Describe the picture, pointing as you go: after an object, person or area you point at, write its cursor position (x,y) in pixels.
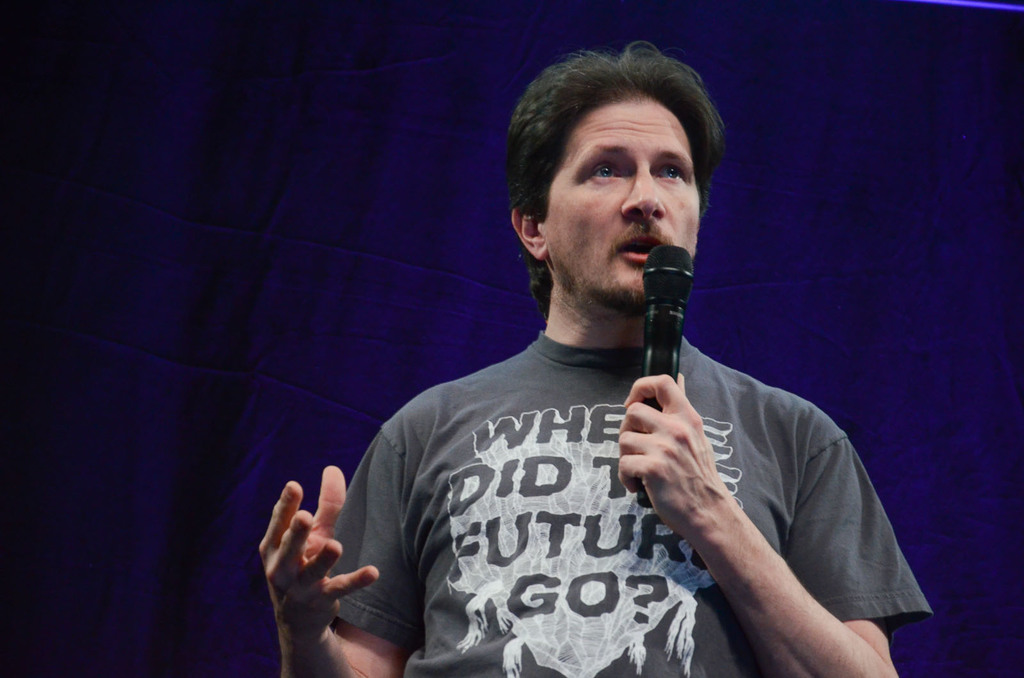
In the image there is a man (770,507) standing and holding a microphone (675,267) and opened his mouth (637,253) for talking in background (372,166) we can see a blue color cloth (927,307).
